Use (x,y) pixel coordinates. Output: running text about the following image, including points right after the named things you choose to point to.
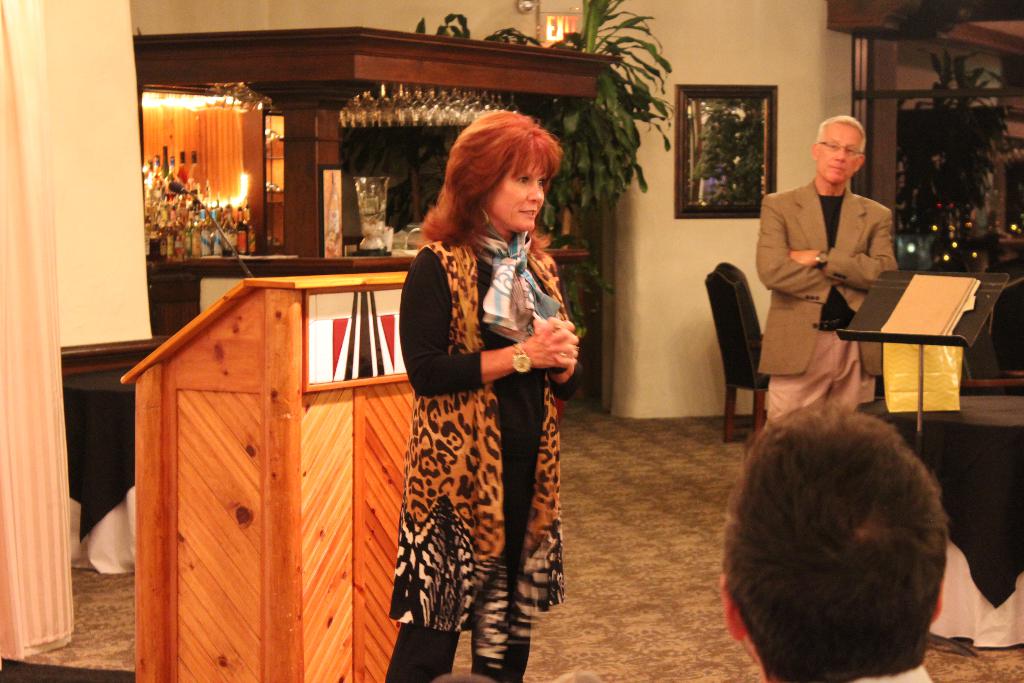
In this image there is a woman (527,480) standing before the podium (382,593). On the podium (241,305) there is a mike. Behind it there is a cabin (307,187) having few bottles (230,228) kept on the shelf (231,260). Few glasses (394,113) are hanged from the roof (424,67) of a cabin (413,78). Beside the cabin (398,82) there is a plant (584,168). Right side (836,176) there is a person (840,231) wearing a suit (871,221) is standing behind the stand (873,303) having a book (938,320) on it. Bottom of the image (889,564) there is a person (804,659). Right side (992,578) there is a table (981,533) covered with a cloth (998,564). A chair (724,337) is kept near the wall (744,254) having a picture frame (732,184) attached to the wall (664,250). Right side (994,210) there is a window (919,204). Behind it there is a plant (959,162) visible. Left side (9,333) there is a curtain (9,567). There is a cloth (117,557) kept on a table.
